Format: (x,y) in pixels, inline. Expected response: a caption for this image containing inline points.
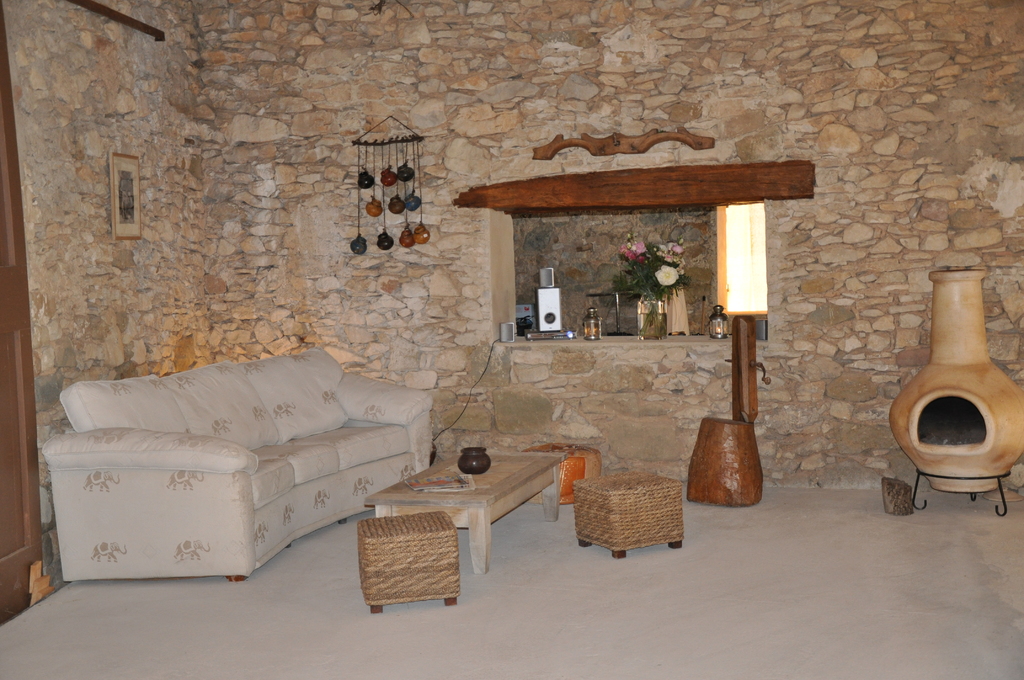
In this image i can see a couch (222,431), a table (481,476), two chairs (610,508) at the back ground (492,445) i can see a wall (645,411), a flower pot (646,294), a table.
